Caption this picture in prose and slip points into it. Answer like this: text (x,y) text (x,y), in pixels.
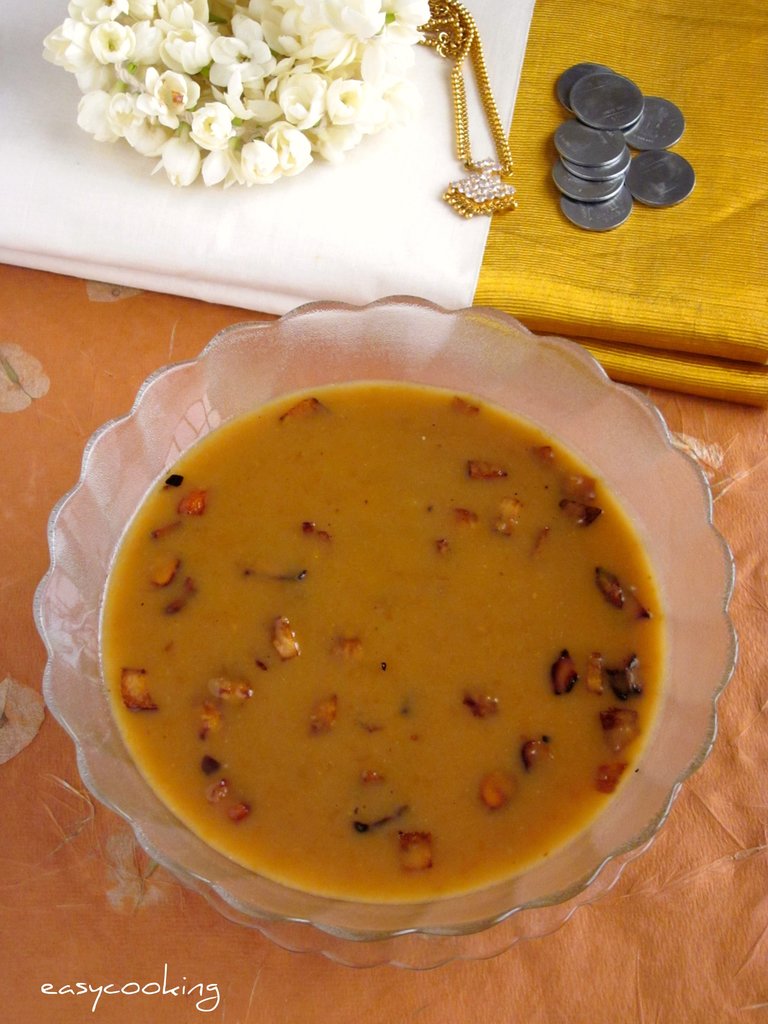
In this bowl (154,379) we can see sweet (332,464) with dry fruits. Beside this bowl (370,352) there is a saree (429,255), jewelry (460,46), coins (579,142) and flowers (248,101). Bottom of the image (121,988) there is a watermark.
